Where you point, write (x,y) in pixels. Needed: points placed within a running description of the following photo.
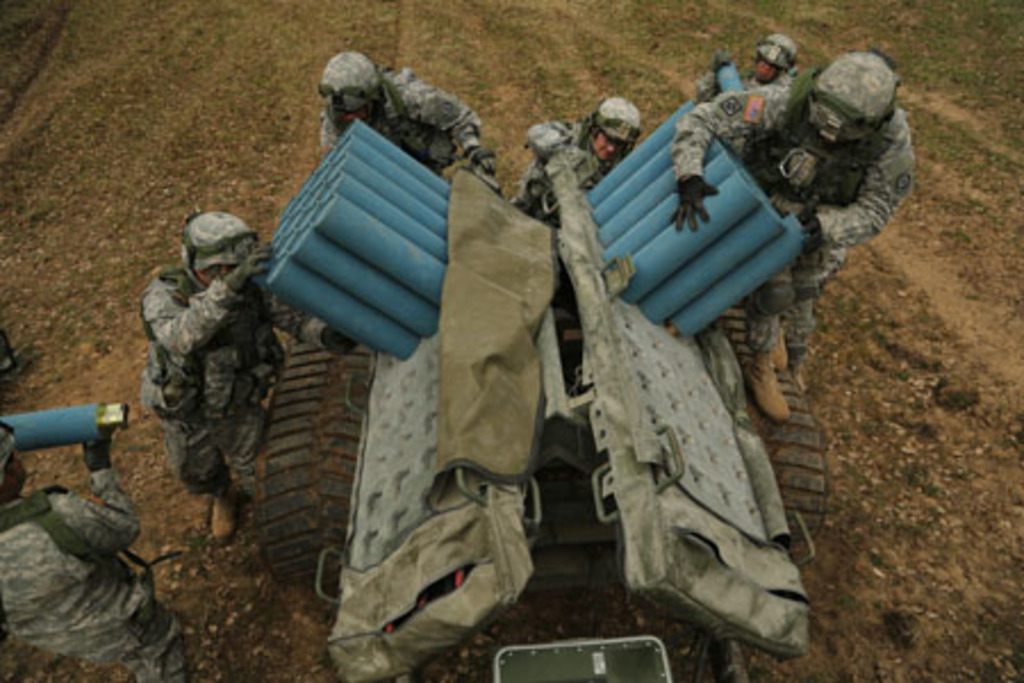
In this image there are group of people (235,375) standing and holding the launchers (315,301), which are on the vehicle (523,491).
